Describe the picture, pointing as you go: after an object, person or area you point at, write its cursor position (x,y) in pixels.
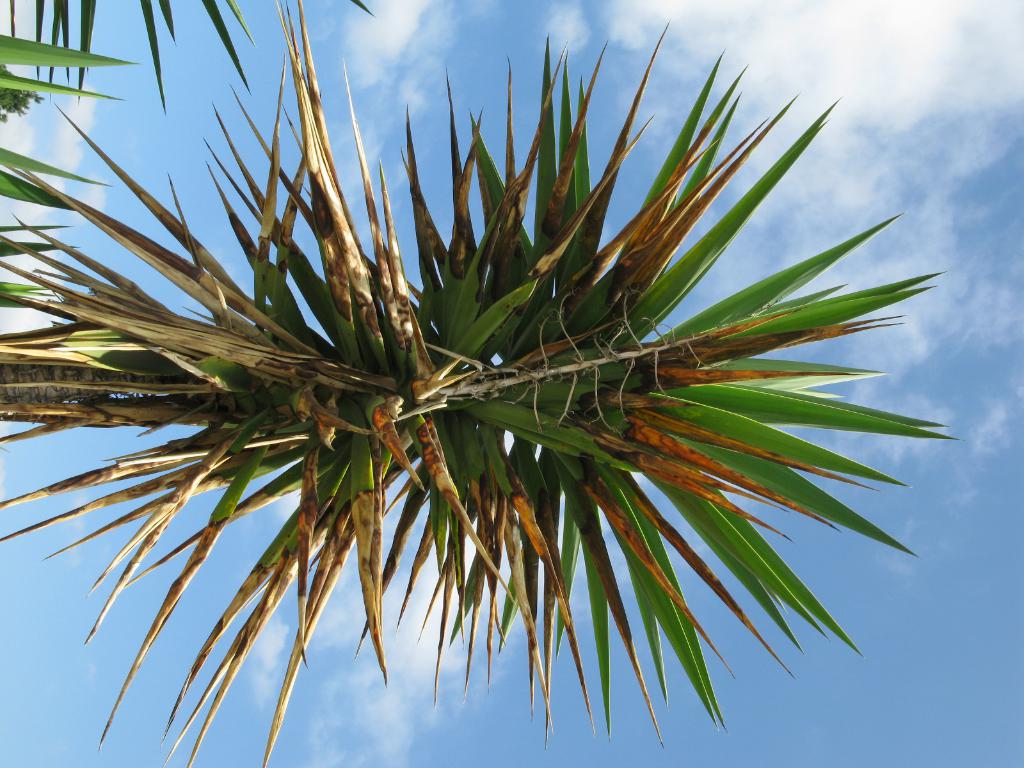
In this image we can see one big tree (798,307), some leaves (10,86), one small tree (4,97) and background (24,643) there is the sky (507,640).
